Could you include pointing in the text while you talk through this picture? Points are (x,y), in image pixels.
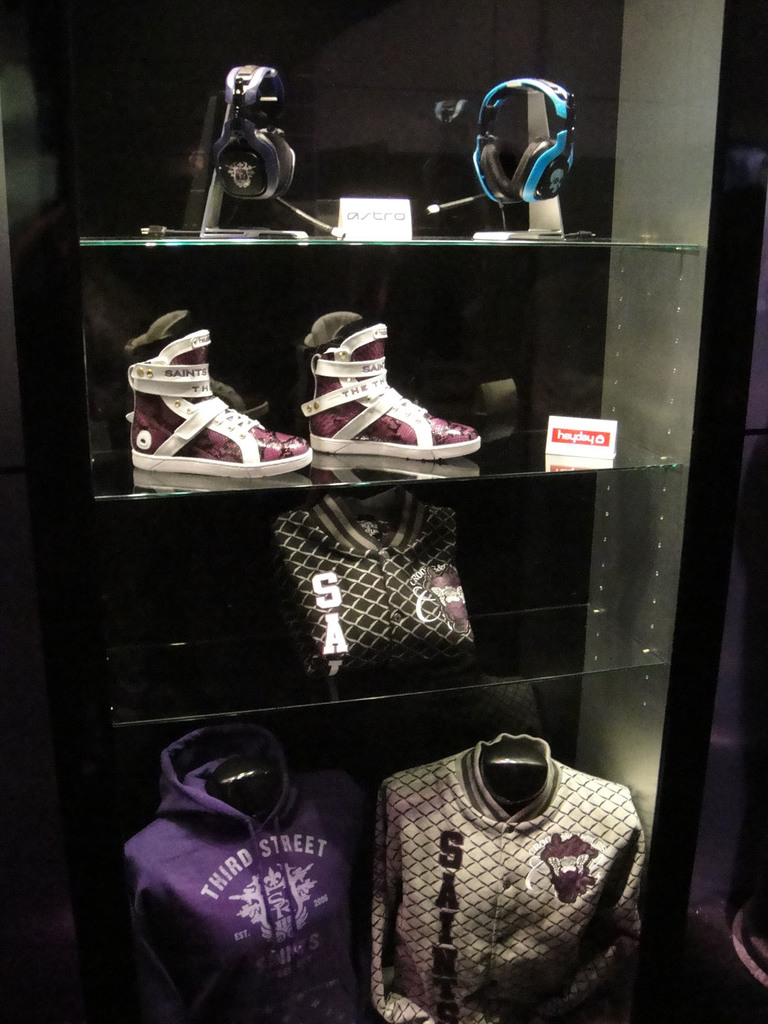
In this image there are glass shelves (465,477). At the top (476,164) there are earphones (291,162). Below it there are shoes (345,403). At the bottom (330,856) there are dresses (232,860) kept in the shelves (457,674).
